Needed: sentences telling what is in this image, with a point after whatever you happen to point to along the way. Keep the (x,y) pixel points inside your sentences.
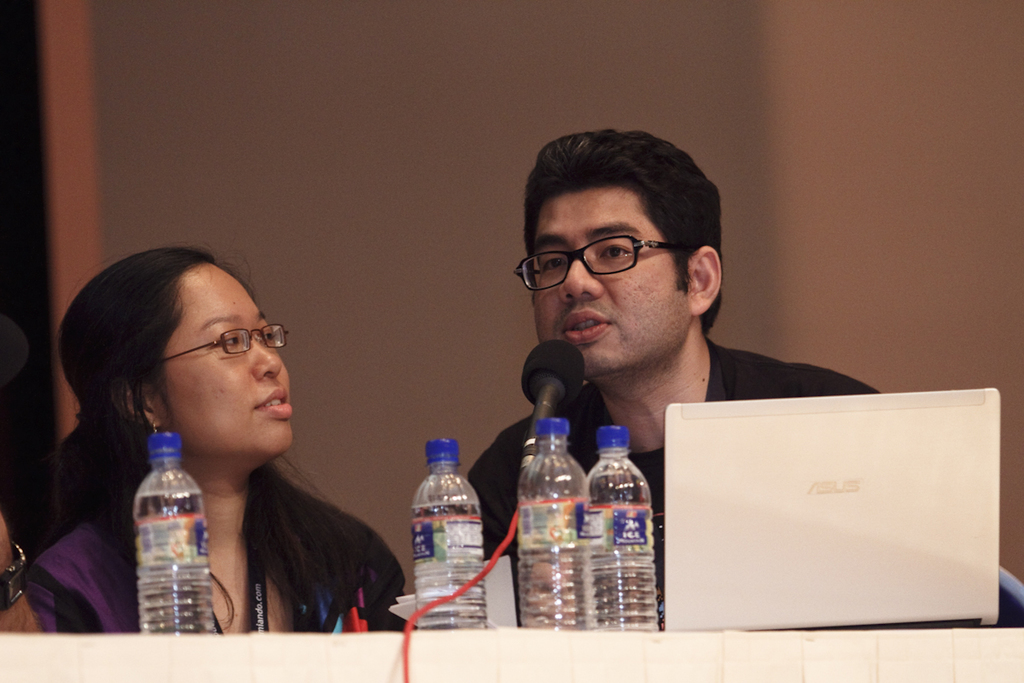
This picture shows a man (575,338) and woman (377,561) seated and we see a laptop (690,476) and few water bottles (141,583) on the table (251,652) and we see a man (589,339) speaking with the help of a microphone (545,354).
